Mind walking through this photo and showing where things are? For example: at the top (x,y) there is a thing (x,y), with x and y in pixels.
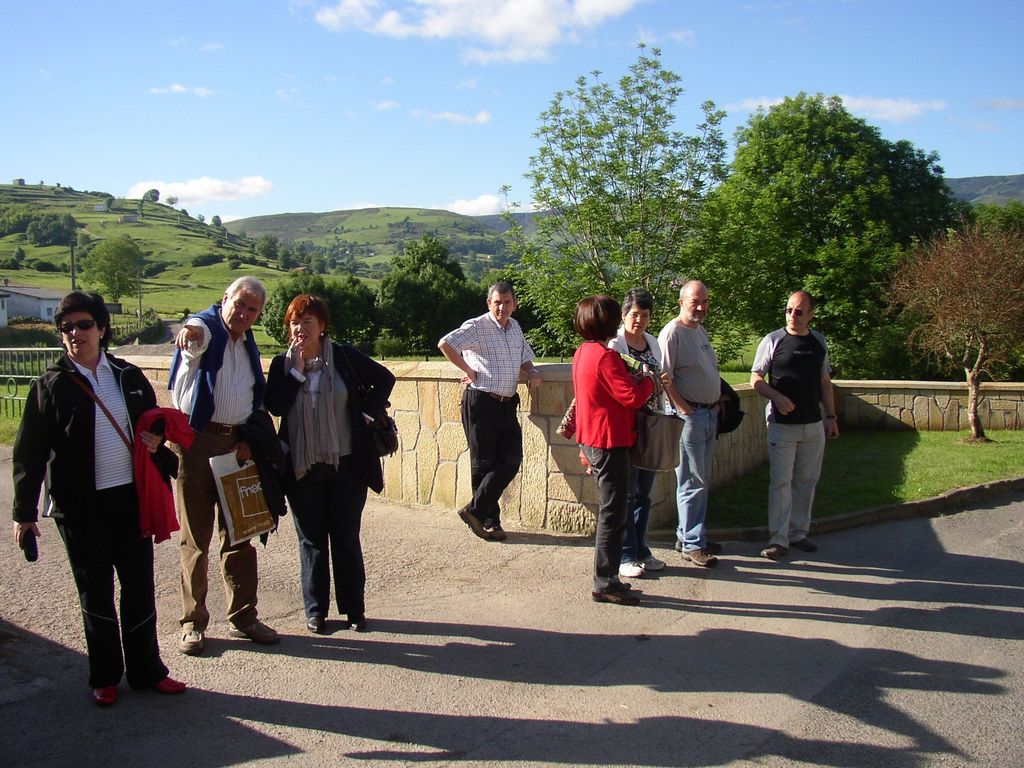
In this image we can see a few people (698,345), some of them are holding bags (226,457), packages (225,485), jackets (171,484), behind them there is a wall (464,463), a house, poles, trees (114,282), mountains (365,225), grass (900,460), also we can see the cloudy sky (1017,66).
